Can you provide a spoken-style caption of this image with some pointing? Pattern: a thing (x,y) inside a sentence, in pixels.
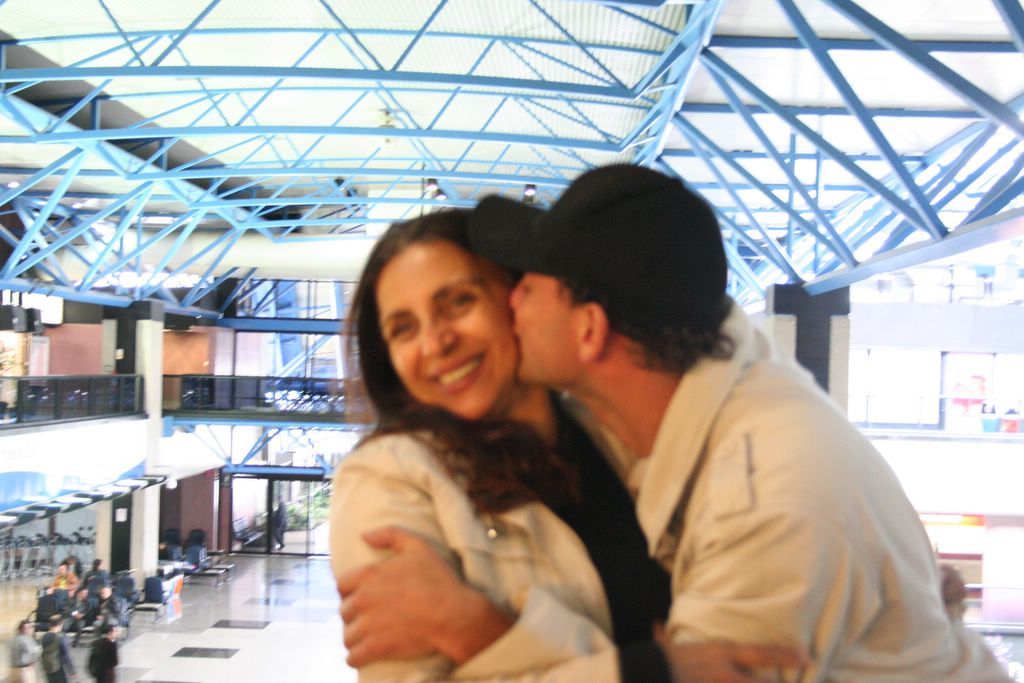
In this picture there is a man (703,489) kissing the woman (469,460) on her cheek (471,340). Both of them are wearing cream shirts (655,545). At the bottom left (109,612) there are people (103,675). On the top (509,10) there are rods (453,78) and a roof (567,123).
